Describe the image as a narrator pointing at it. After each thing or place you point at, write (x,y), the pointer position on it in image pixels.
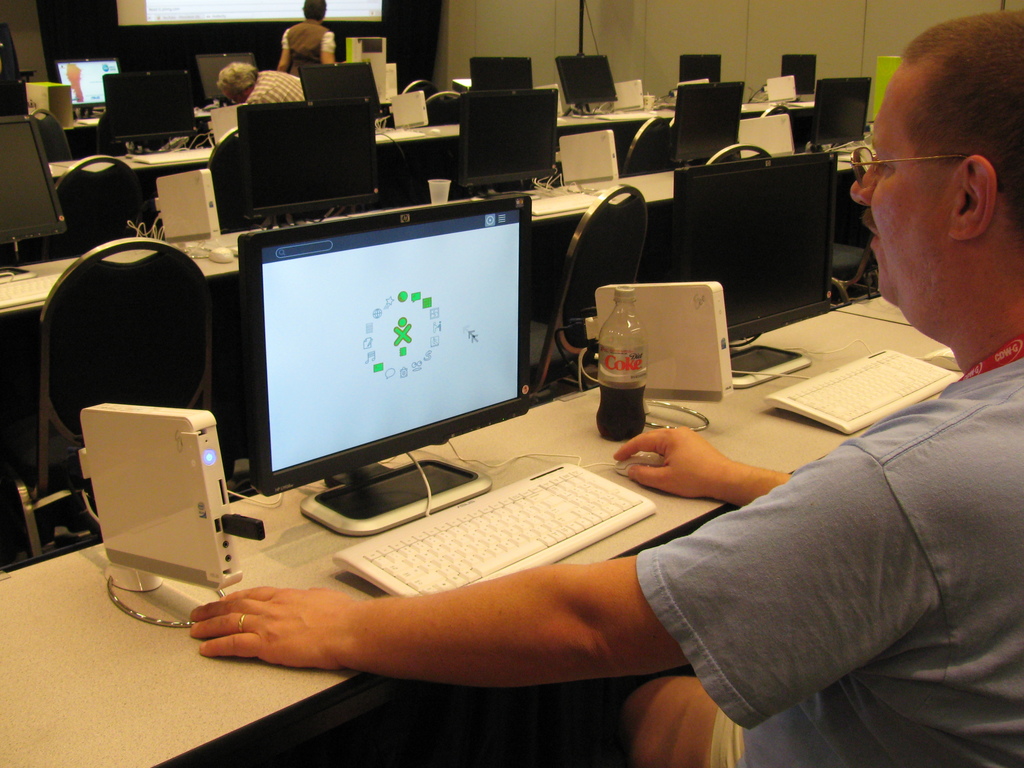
In this image we can see some monitors (266,181), CPUs (405,114), mouses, a pen drive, and a coke bottle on the table (559,407), we can also see few persons (300,36), one of them is working on the computer (389,291), we can also see a glass (435,199), some chairs (172,323), and a screen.
